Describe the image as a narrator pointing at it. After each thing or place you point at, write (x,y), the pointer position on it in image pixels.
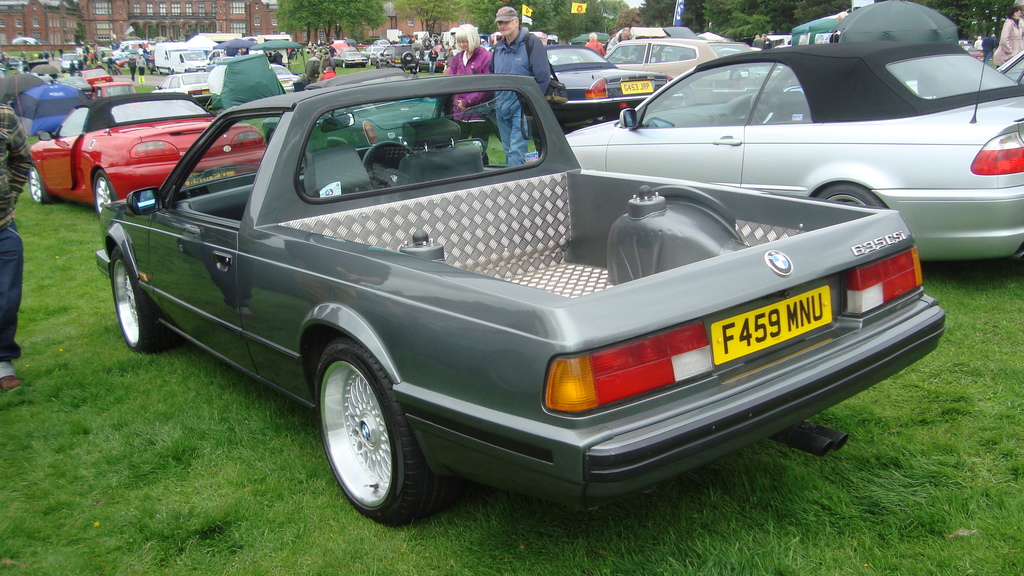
In this image I can see the ground (227,415), some grass (156,471) and a car (357,315) on the ground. In the background (120,136) I can see number of vehicles (189,82) on the ground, number of persons (522,31) standing, few umbrellas (882,33), few tents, few trees (539,16), few buildings (109,30) which are brown in color, few yellow colored flags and the sky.
